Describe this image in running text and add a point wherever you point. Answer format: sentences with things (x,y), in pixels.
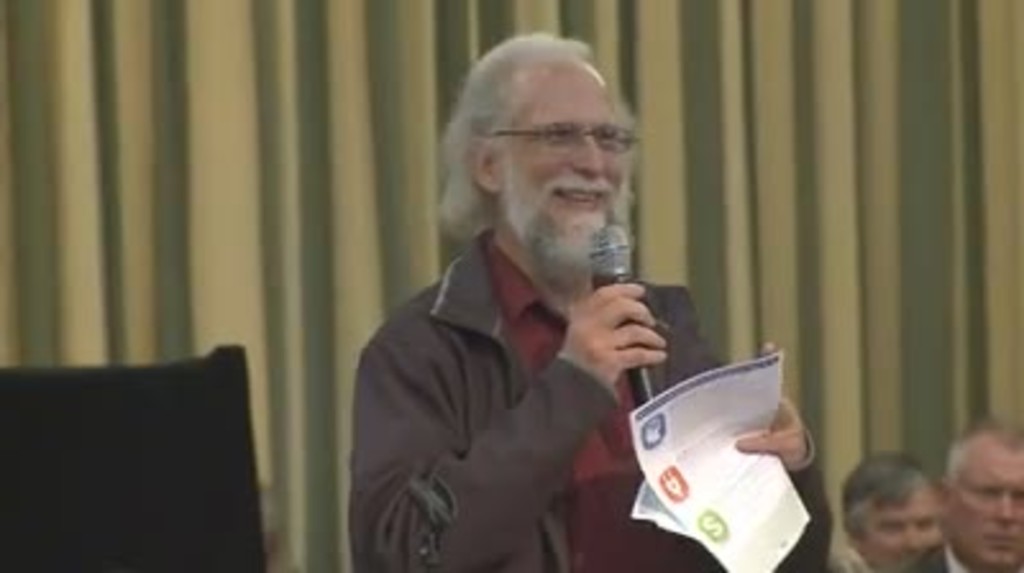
In the center of the image (487,216) there is a person (485,244) holding a mic (609,273) and paper (701,461). In the background (772,103) we can see chair (76,450), persons (910,539) and curtain (325,85).
